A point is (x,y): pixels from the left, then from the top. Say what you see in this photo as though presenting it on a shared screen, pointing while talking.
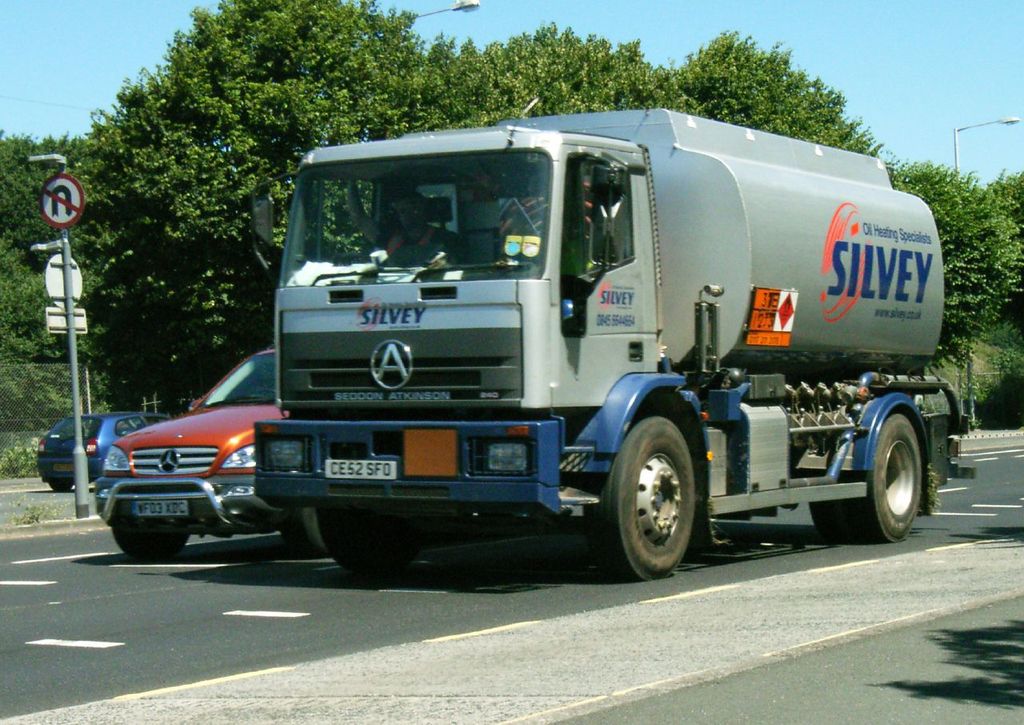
In this picture we can see a truck (419,356) and two cars (135,428) on a road (633,629) and aside to this road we have sign board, pole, trees (156,102) and in the background (884,43) we can see sky (539,21), lights (463,6).
